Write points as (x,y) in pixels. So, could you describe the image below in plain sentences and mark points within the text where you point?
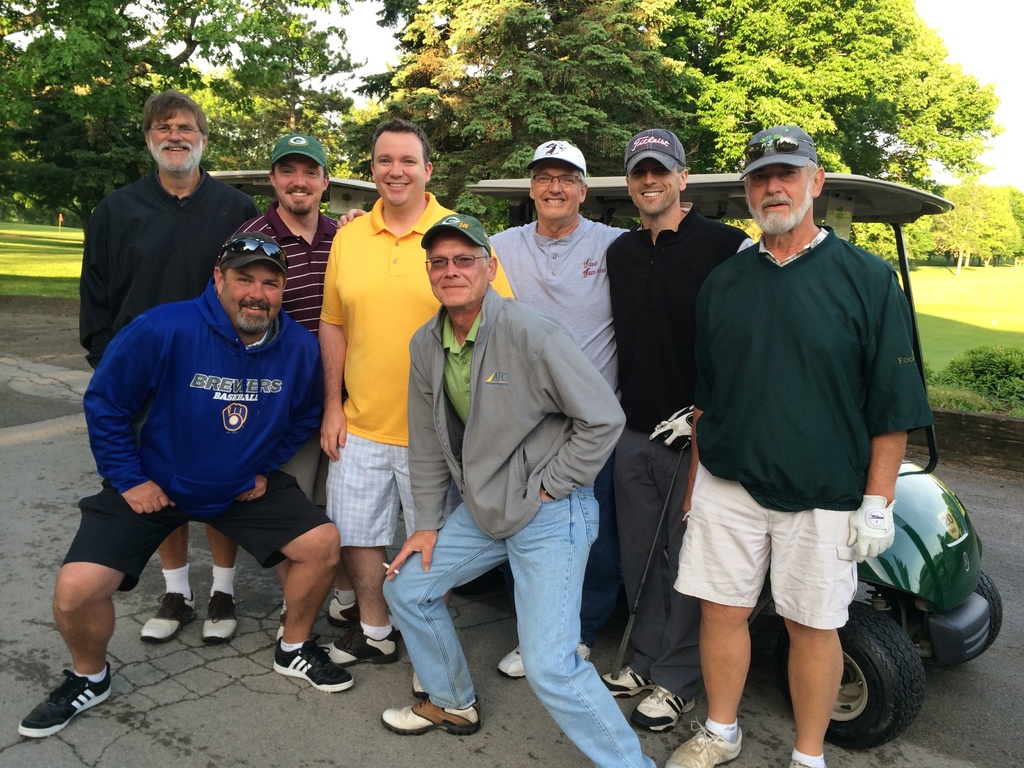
In this image there are group of people (426,346) giving pose for a photograph, in the background (751,220) there is a vehicle (940,650) and trees (804,94).
